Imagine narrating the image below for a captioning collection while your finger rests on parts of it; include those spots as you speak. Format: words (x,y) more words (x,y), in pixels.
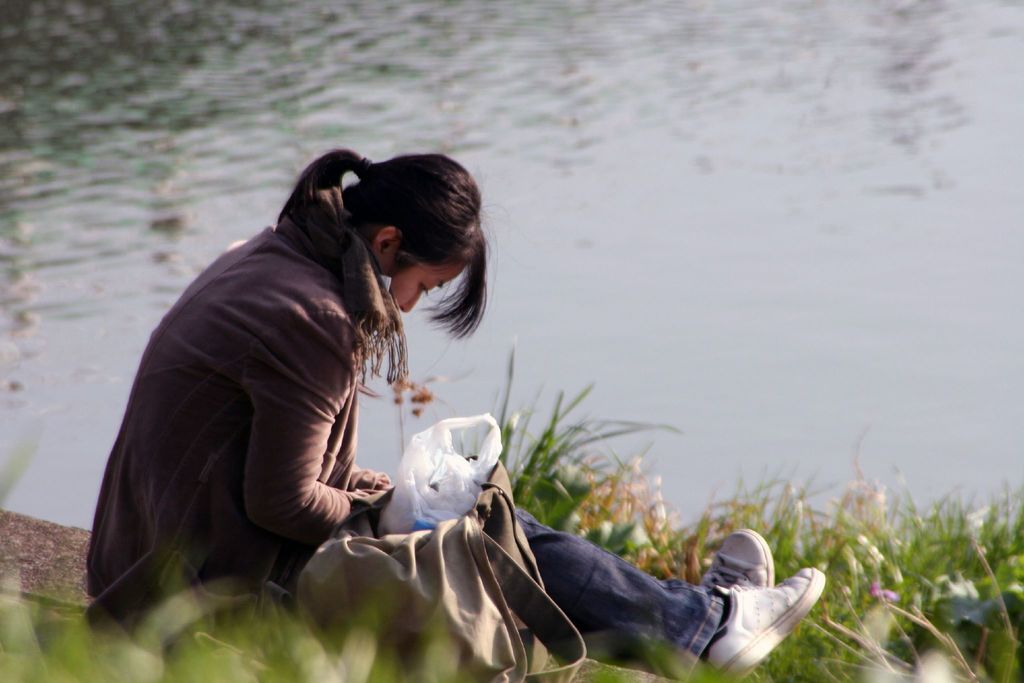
In this image I can see a woman (253,371) wearing jacket (273,394), jeans (585,551) and white colored shoe (730,614) is sitting on the ground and I can see some grass (782,556) and few flowers (876,584) which are white and pink in color. I can see a white colored cover (440,493) on her lap (402,521). In the background (576,217) I can see the water (600,164).
